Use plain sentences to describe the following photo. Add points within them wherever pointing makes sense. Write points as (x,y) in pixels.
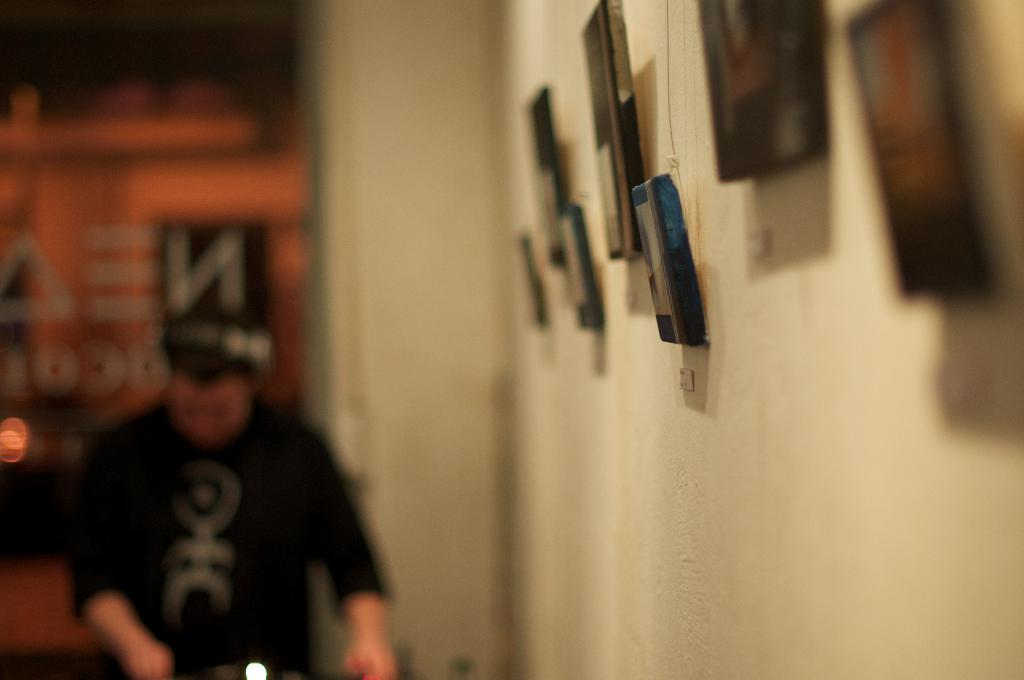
In this image we can see some objects (897,273) attached to the wall (508,309), some text (184,247) in the background (122,261), one person (228,449) standing and holding objects (222,665). The image is blurred.
